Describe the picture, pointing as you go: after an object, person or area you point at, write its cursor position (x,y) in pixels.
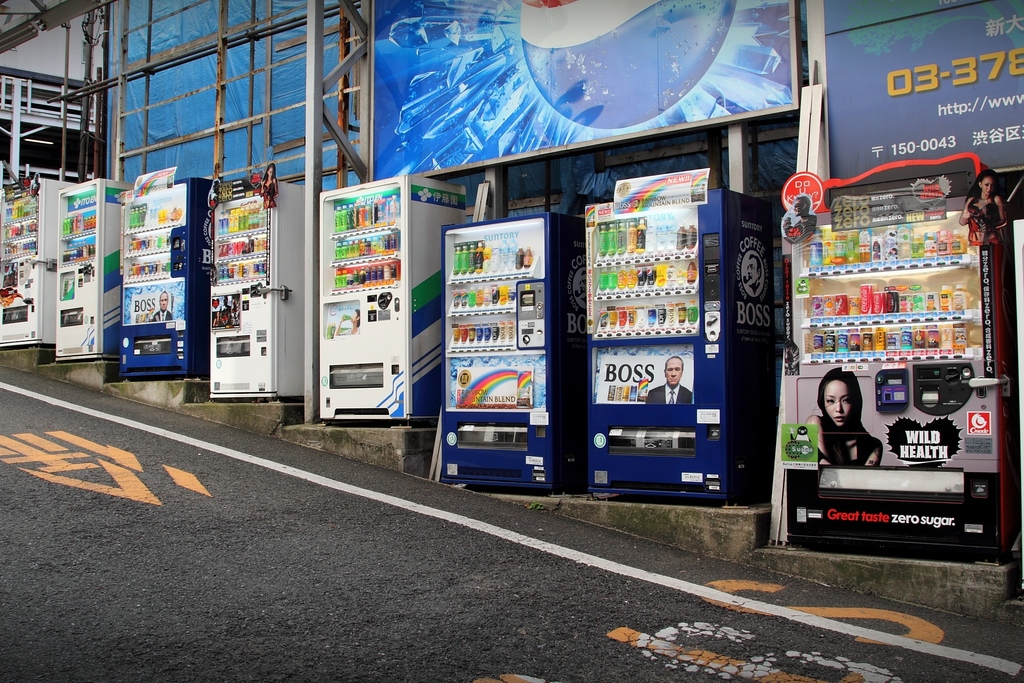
In this image there are few vending machines (436,345) which are kept on the stairs (758,528). Vending machines (544,269) are having few bottles (904,338) in it. Behind them there is banner (506,89). Bottom of image (303,570) there is road (227,515) having few painted lines (45,474) on it.
